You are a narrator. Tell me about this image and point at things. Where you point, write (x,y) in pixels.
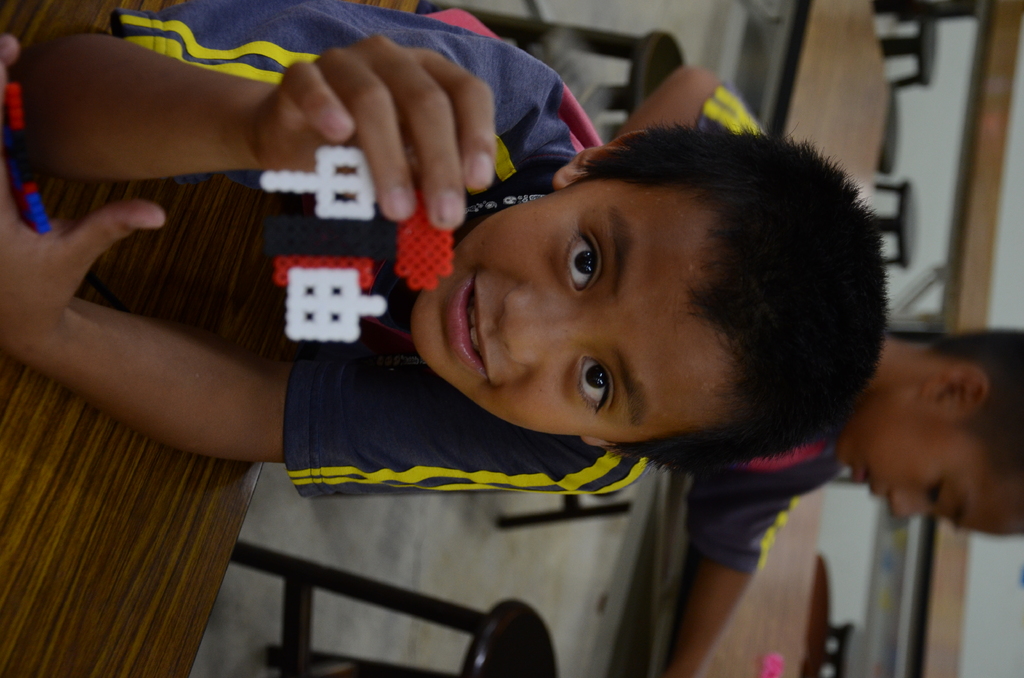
In this image we can see a boy (439,356). He is wearing dark blue and yellow color t-shirt (399,415) and holding some toy (21,148) in his hand (13,227). Behind him one more boy (949,472) is present and tables (23,515) are there.
